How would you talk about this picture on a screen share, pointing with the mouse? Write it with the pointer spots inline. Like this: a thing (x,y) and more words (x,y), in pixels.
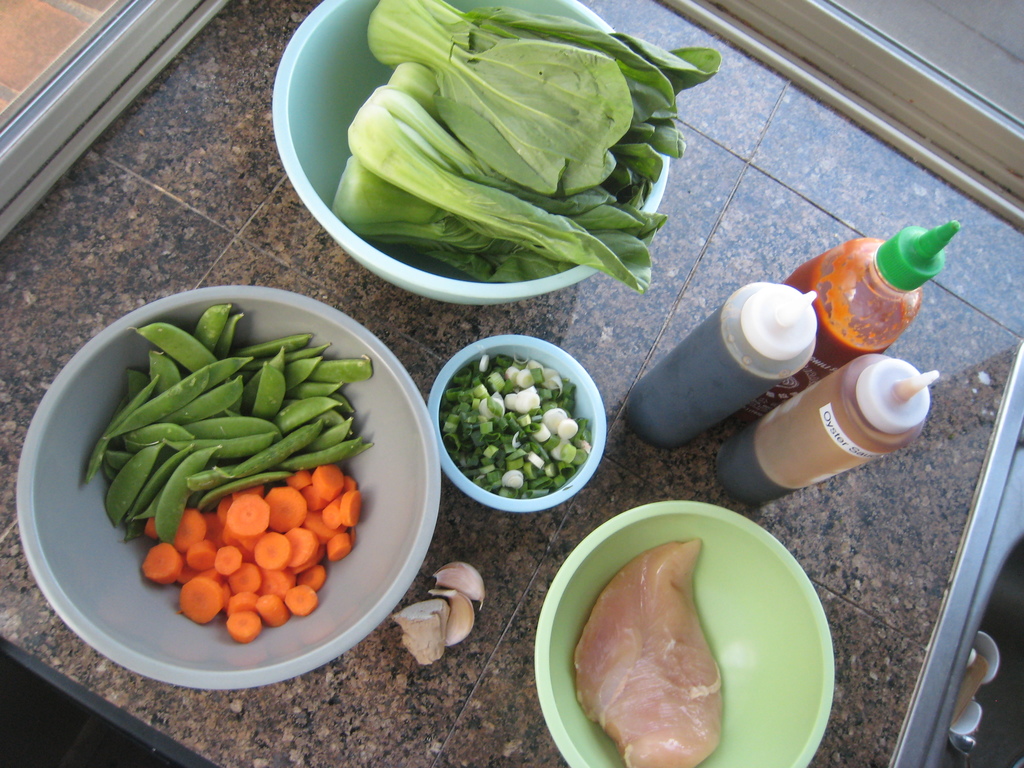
In this image there are bowls (555,288), bottles (688,440), garlic (470,580) on a surface (400,656). In the bowls (330,321) there are green peas (220,434), green leaves (414,150), meat (651,697) and pieces of carrot (274,556).
